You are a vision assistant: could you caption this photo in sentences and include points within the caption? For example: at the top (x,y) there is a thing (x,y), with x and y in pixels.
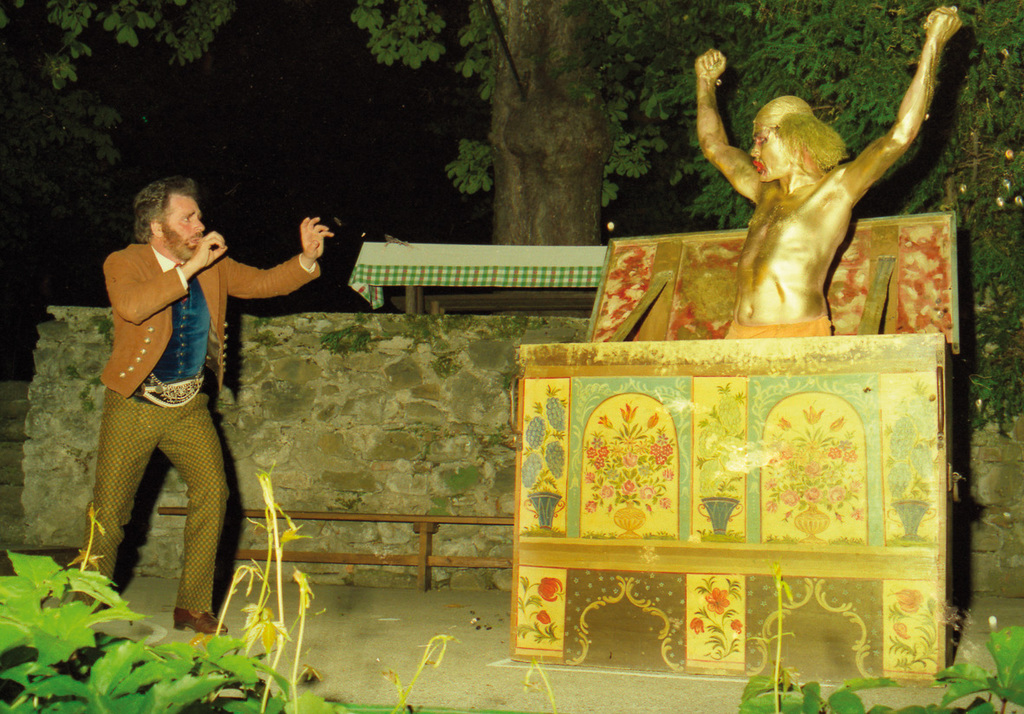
In this image, I can see a person (198,363) standing. At the bottom of the image (128,684), there are plants (833,703). On the right side of the image (798,269), I can see another person (787,259) in a box (783,412) with a paint (773,402). I can see a wall (382,383), cloth (575,262) and tree (599,39). The background (291,141) is dark.
